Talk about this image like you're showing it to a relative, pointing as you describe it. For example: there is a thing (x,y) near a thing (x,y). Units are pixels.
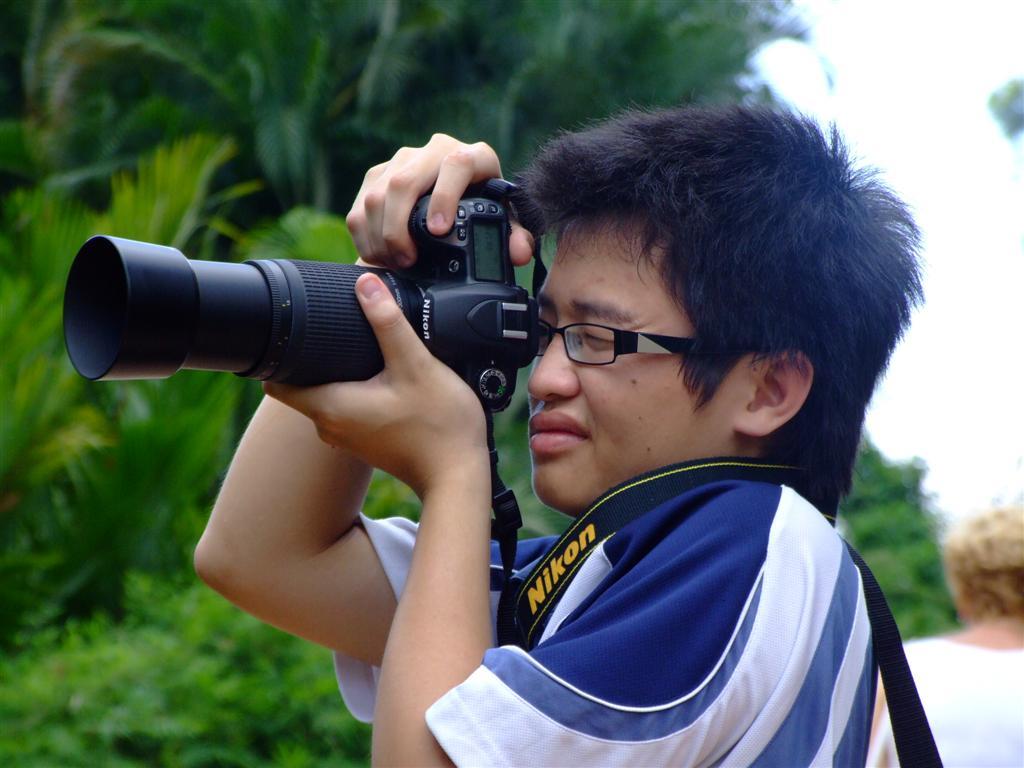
In this image I can see the person (296,468) wearing the blue and white color dress (590,640) and also specs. This person (559,409) is holding the camera (150,305). In the background (257,71) there are many trees (605,35) and the sky (906,399).
